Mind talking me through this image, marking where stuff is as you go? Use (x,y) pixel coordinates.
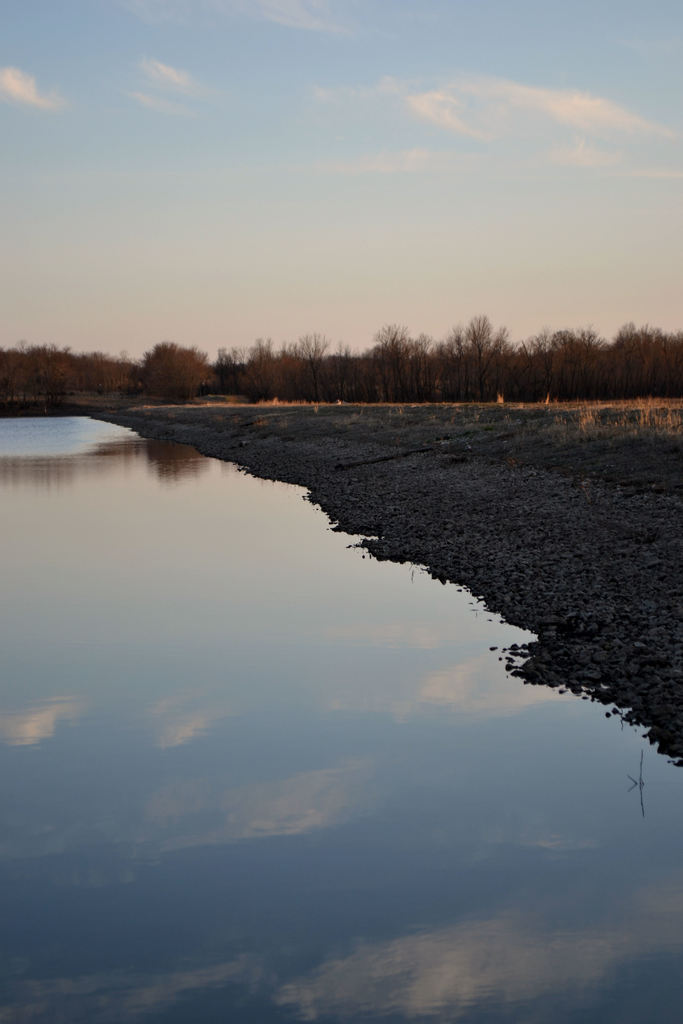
In this picture there is a beautiful view of the small river (309,646). Behind there is a grass plants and in the background (443,392) there are some dry trees (427,386). On the top (463,323) there is a blue sky (272,219) and clouds (477,137).
